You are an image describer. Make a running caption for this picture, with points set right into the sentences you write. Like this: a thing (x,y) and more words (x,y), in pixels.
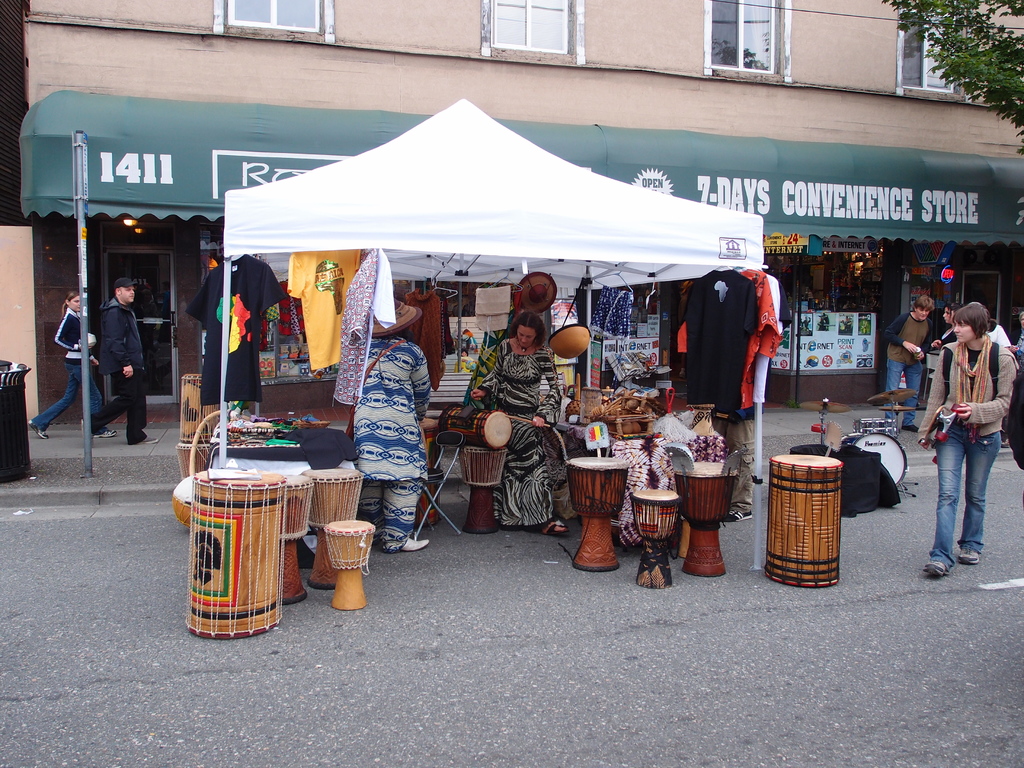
In the image we can see there are people (112,341) who are standing on road (930,539) and at the back (875,395) there is a building (903,145) and a white colour tent (428,236).
